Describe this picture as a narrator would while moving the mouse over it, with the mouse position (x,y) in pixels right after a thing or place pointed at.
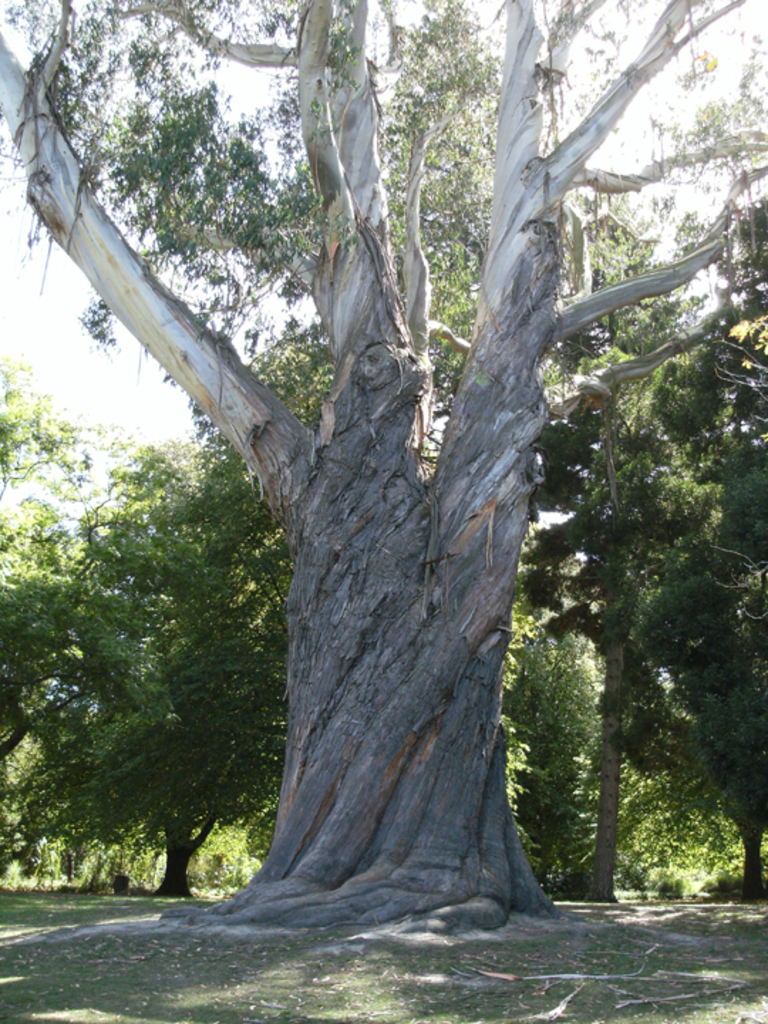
In this image I can see a trunk (369,730). Background (130,787) I can see trees (119,791) in green color and the sky (179,403) is in white color.
